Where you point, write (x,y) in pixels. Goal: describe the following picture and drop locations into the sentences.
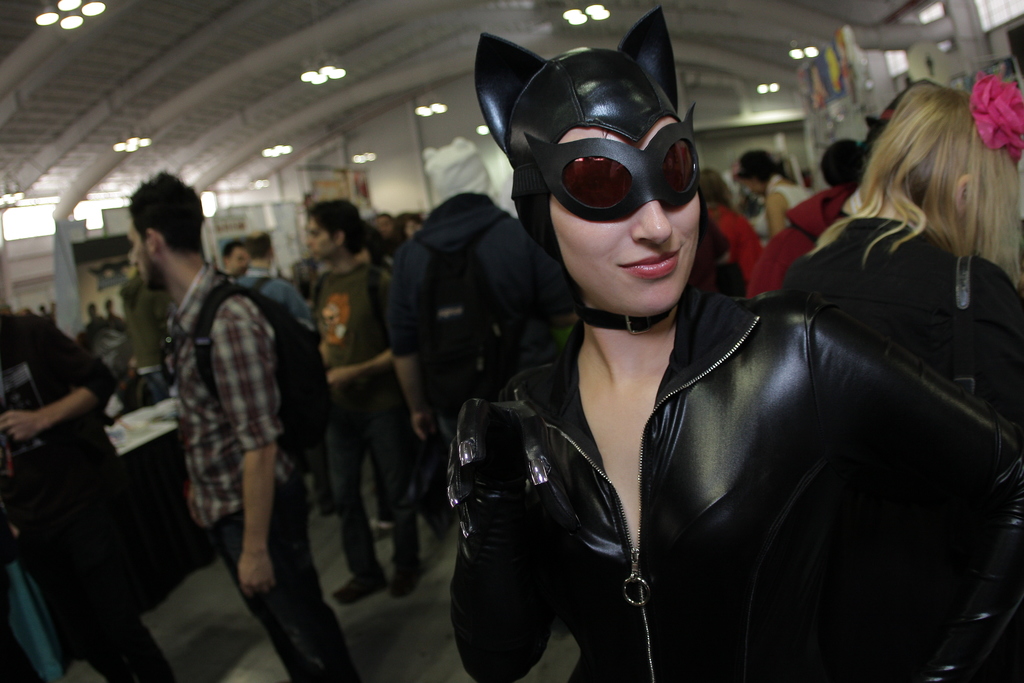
In this image there is one women (574,437) standing at right side of this image (781,466) is wearing black color dress (644,487) and wearing black color mask (618,188), and there are some other persons (767,265) at top right corner of this image (890,186) and there are some persons (66,482) at left side of this image (70,497) and there is a table (164,464) at left side of this image (144,449) and there are some lights (328,75) arranged at top of this image (372,159) and there is a wall (404,168) in the background (436,142).
